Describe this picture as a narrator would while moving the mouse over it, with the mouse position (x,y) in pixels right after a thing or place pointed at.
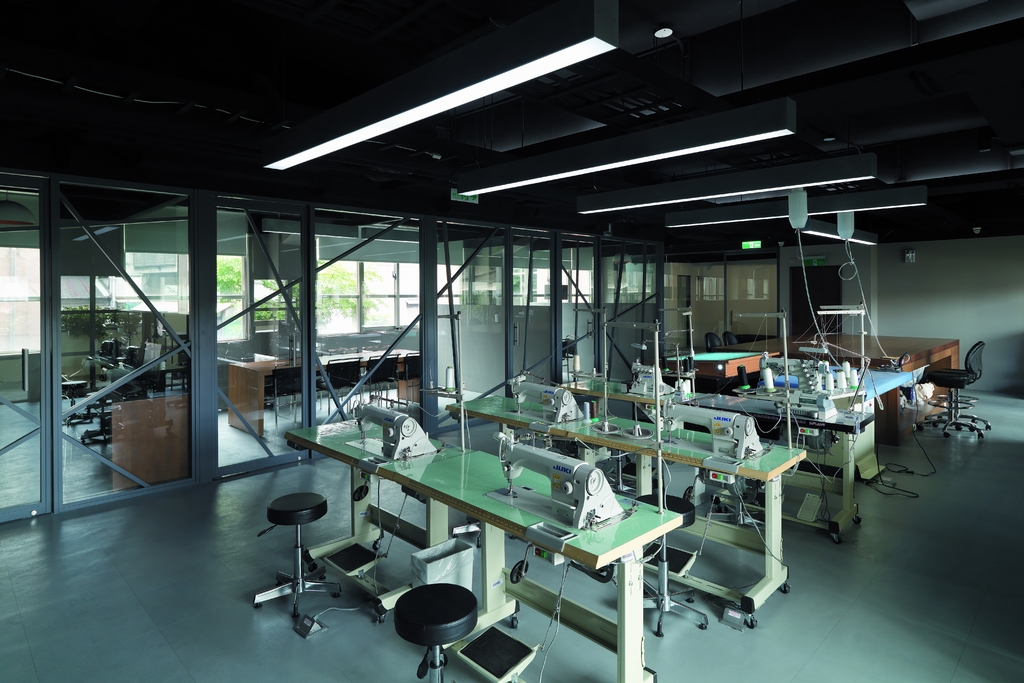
In this picture there is a room (675,583) in which many number of tailoring machines (517,444) were installed. There is a chair (946,370) and table (872,353) in the other side of the room (905,316). There are doors (242,352) with glasses (113,321). Outside of the room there are tables (248,370) and chairs (358,368). In the background (329,302) we can observe trees (340,293). In the room (578,205) there are lights (693,128) attached to the ceiling (448,118).
